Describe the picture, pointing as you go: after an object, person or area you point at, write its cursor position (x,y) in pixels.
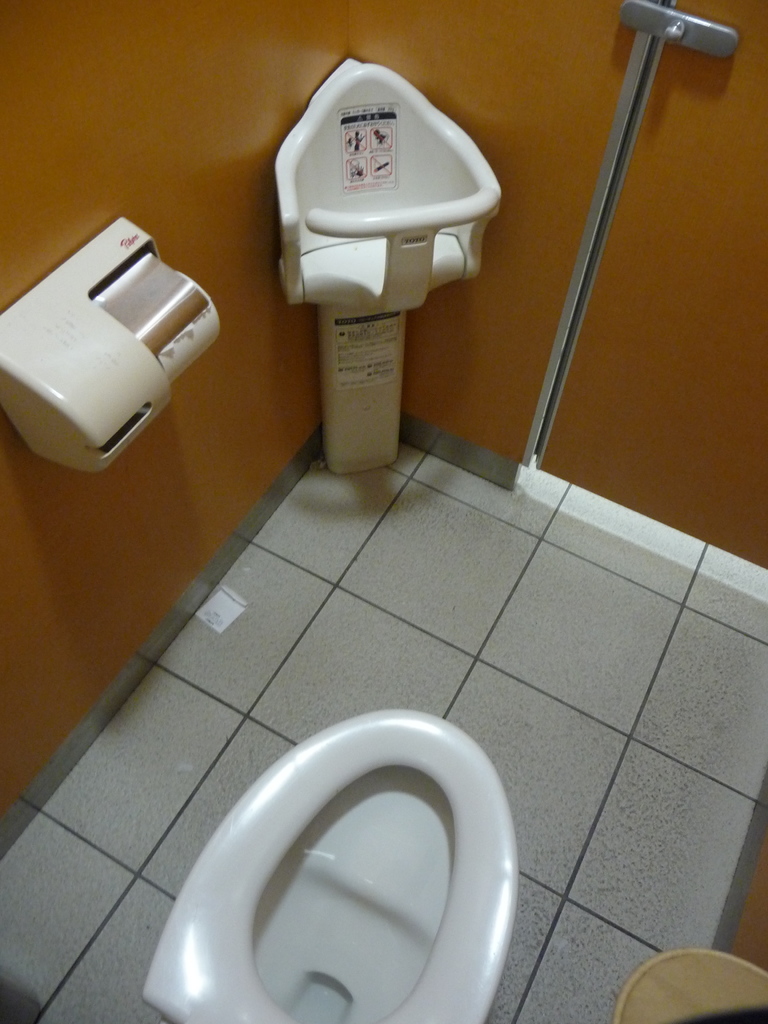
In this image there is a toilet bowl (317,943) at bottom of this image (355,896) and there are some objects (332,235) are attached on the wall (194,435) at top of this image (251,309) and there is a wall (453,399) in the background (61,628), and there is a door (669,268) at right side of this image (731,483) and there is a floor (439,643) middle of this image (422,610).
